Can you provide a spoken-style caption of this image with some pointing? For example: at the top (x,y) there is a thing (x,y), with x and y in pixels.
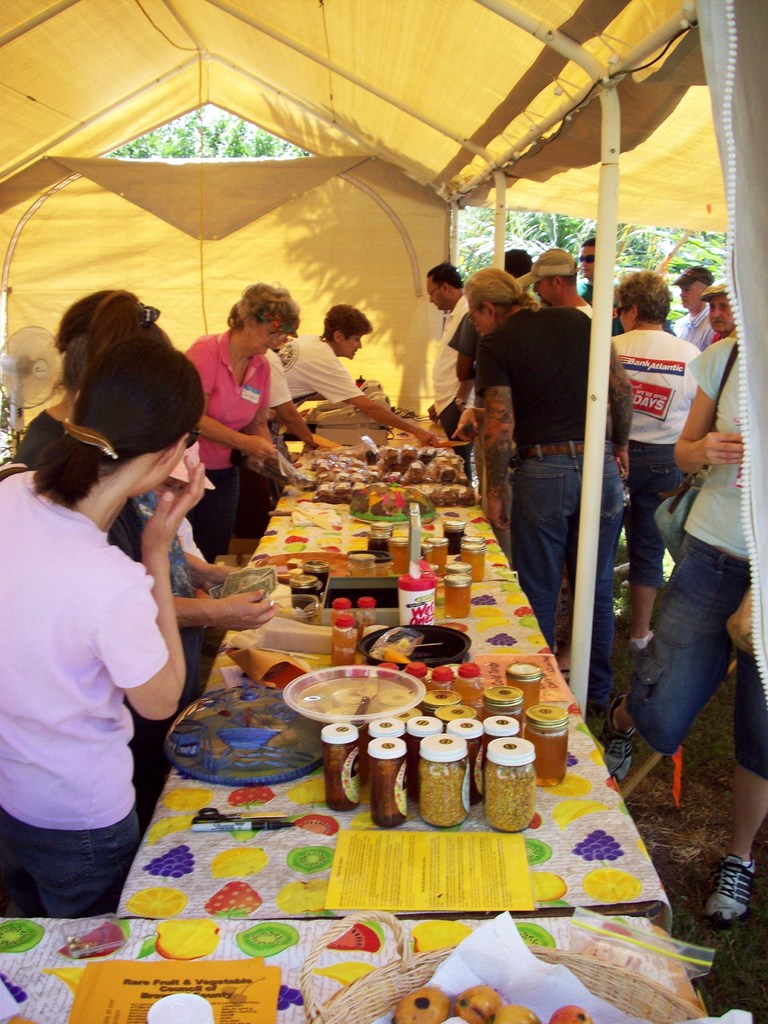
There are a many people (499,392) standing. There are many table (304,889). On the table (312,910) there are papers (357,878), baskets (384,980), fruits (439,1004), bottles (426,726), plates (397,707) and many other items (367,500). In the background (40,371) there is a fan (45,343), curtain (131,274). This is looking like a curtain (114,236). Also there are pillars (589,553).
